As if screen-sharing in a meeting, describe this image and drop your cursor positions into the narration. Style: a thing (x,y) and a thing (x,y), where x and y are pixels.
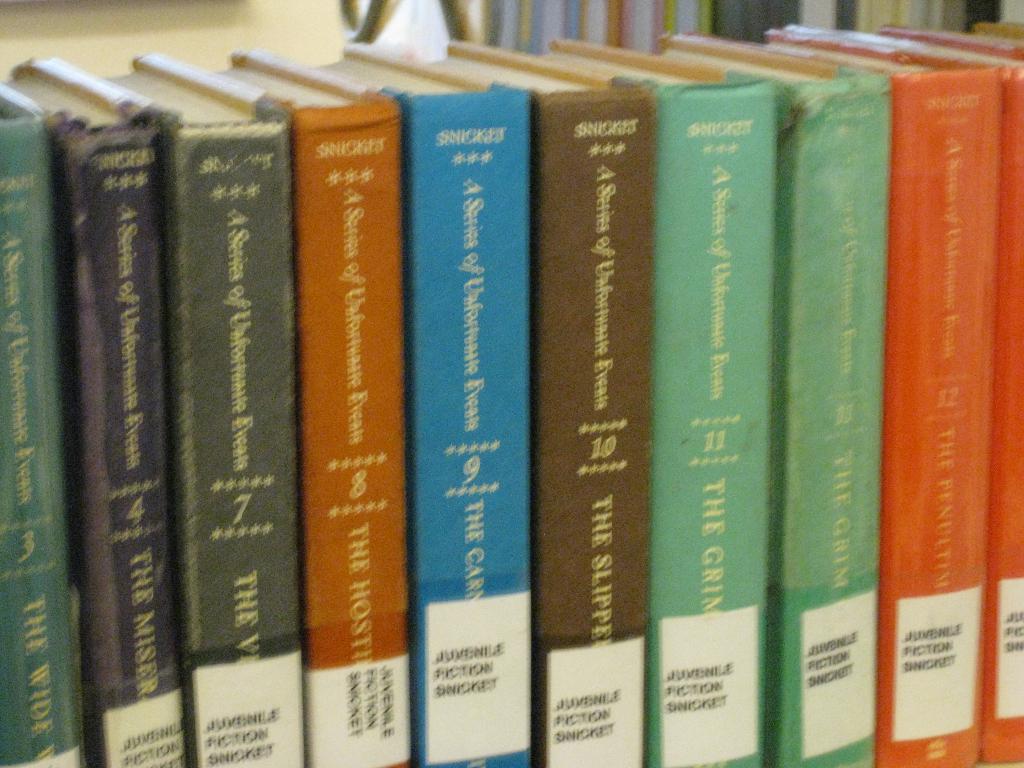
In this image we can see books (638,390) are arranged.
